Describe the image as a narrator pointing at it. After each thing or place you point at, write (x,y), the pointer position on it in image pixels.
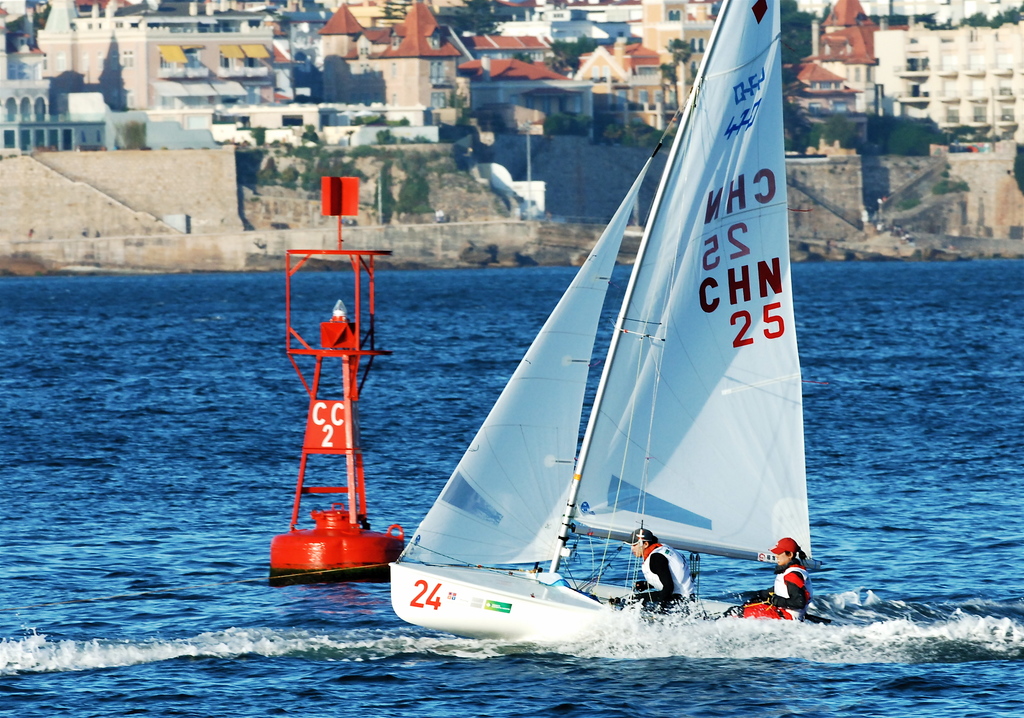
In this image we can see group of persons (656,568) sitting in a boat (496,532) placed in the water (588,685). In the background (336,503), we can see a pole (328,493) in red color and group of buildings (363,108) and water (213,546).
